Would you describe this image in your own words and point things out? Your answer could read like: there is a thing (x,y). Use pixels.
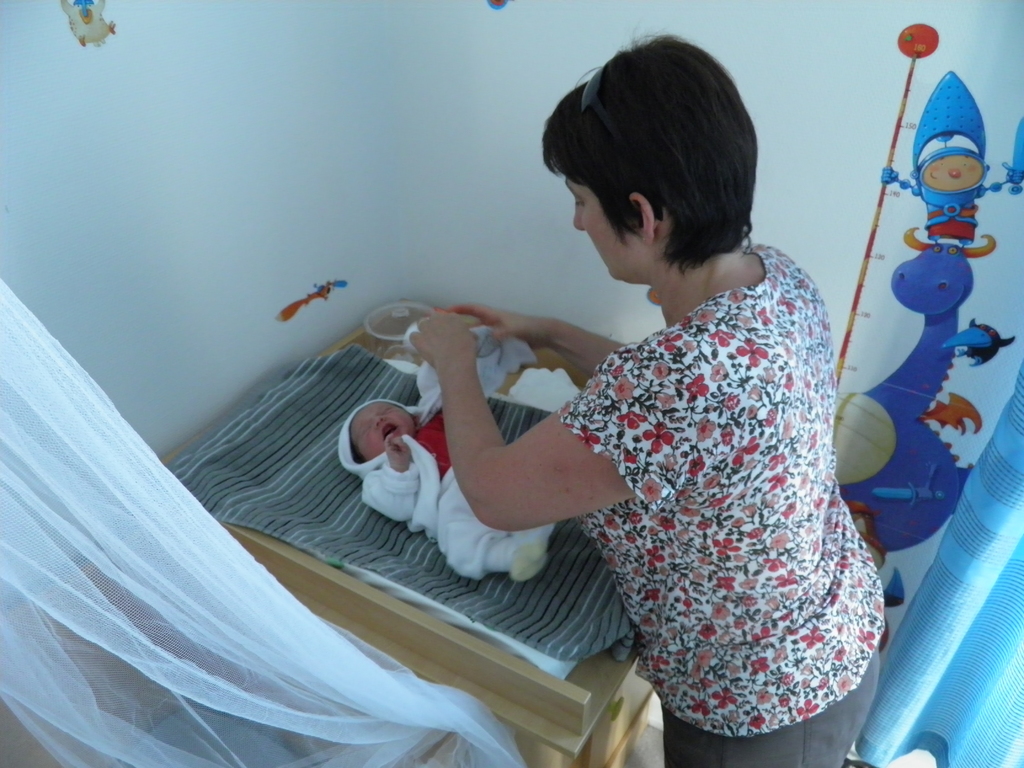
In the foreground of this image (644,565), there is a woman (724,609) standing and holding a cloth (498,359). In front of her, there is a baby (526,572) on the wooden surface (591,679). On the left (73,536), there is a white net (82,572). On the right (967,584), there is a blue curtain (1002,553) and there are few stickers (926,160) on the wall (276,175).
